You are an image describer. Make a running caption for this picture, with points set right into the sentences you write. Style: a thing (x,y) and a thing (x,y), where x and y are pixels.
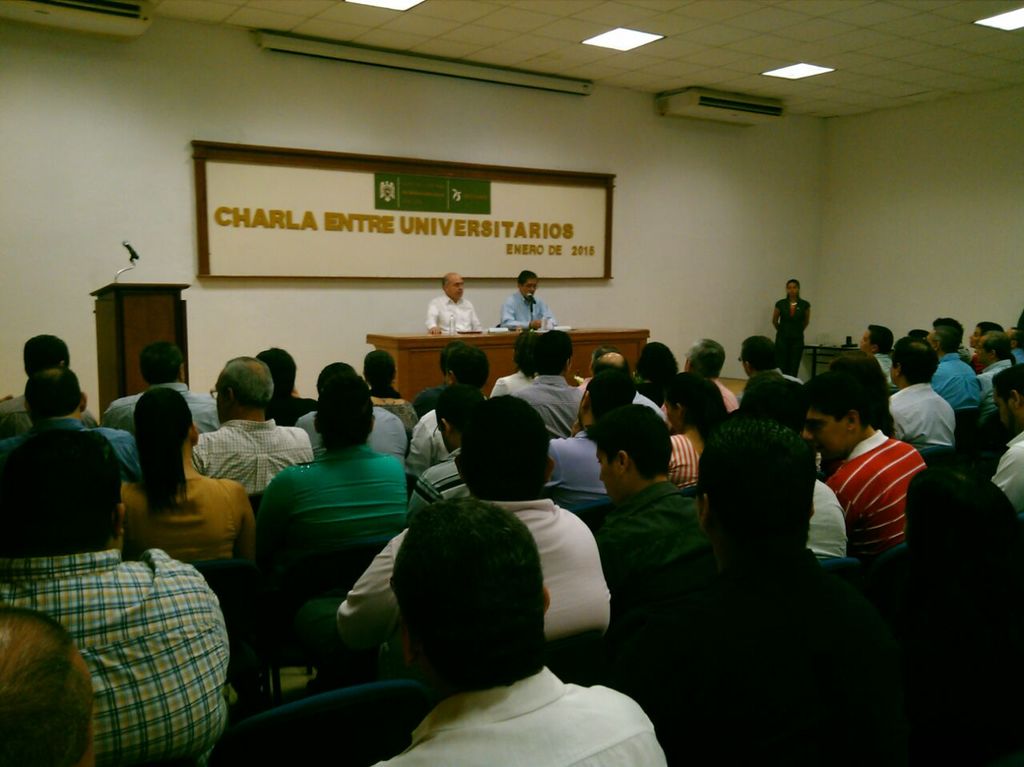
In this picture we can see some people (446,453) sitting on chairs (421,682), on the left side (143,307) there is a podium (183,352) and a microphone (132,259), we can see two persons (523,296) sitting in front of a desk (496,336), in the background (793,325) there is a person (805,314) standing, we can see some lights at the top of the picture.
